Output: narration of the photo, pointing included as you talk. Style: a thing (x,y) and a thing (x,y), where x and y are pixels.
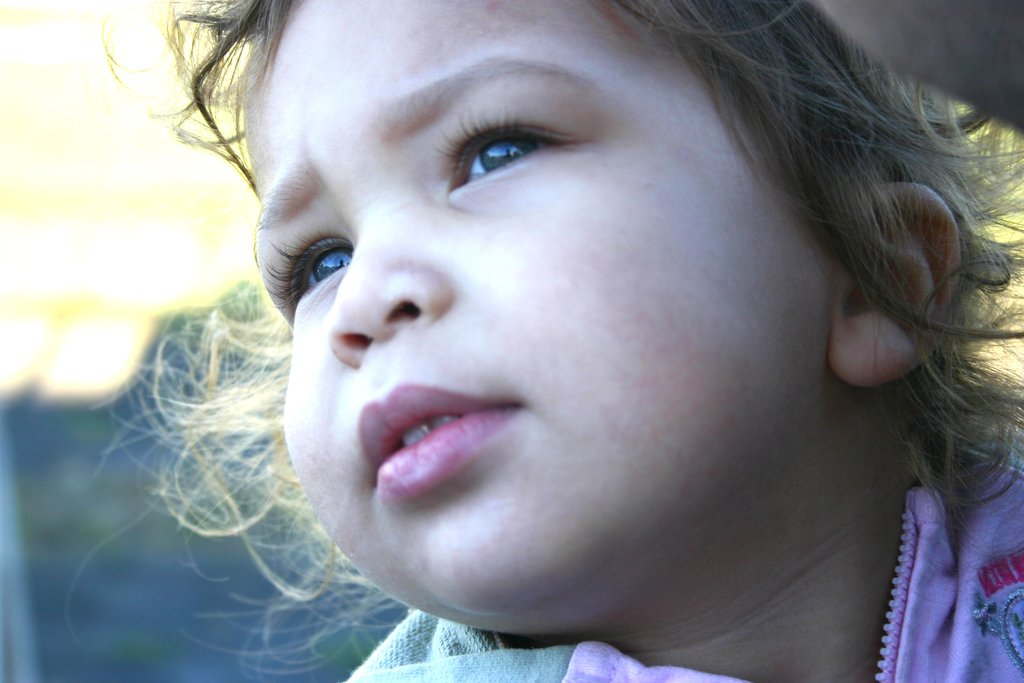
In this image we can see the face (600,511) of a child (550,446).
